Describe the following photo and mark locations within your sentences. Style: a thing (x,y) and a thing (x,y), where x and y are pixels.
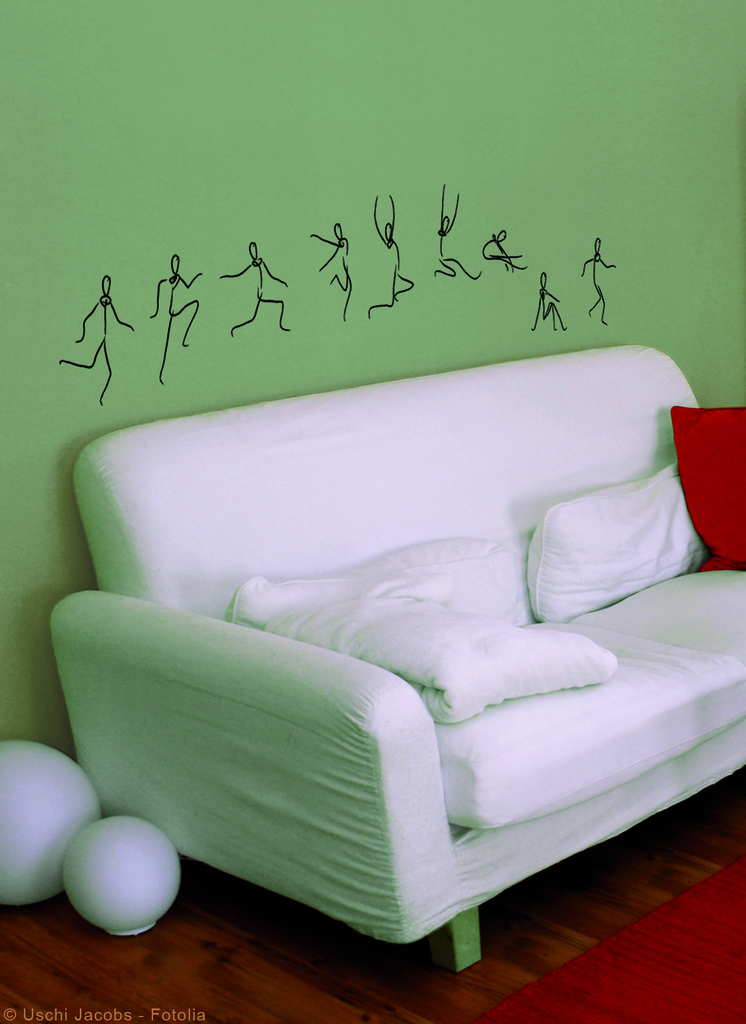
This is the picture of a white sofa (260,686) and behind there is a green wall (125,334) and some black painting (83,360) on it.
